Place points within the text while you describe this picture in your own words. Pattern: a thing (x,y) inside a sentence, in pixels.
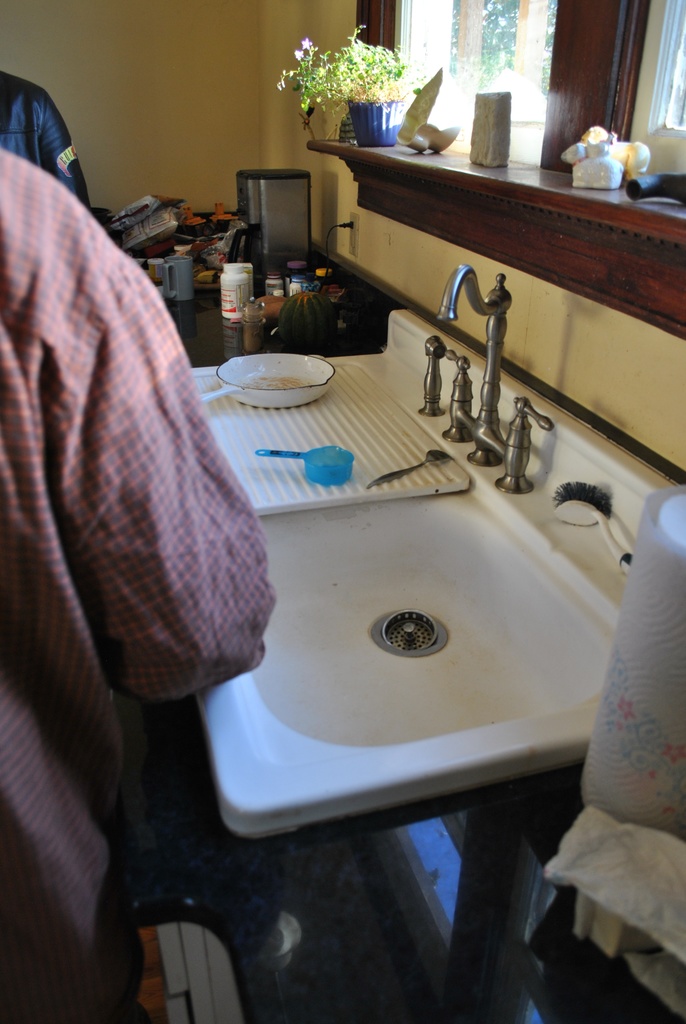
In this image there is a washing basin (288,610) at right side of this image (499,580) and there is one person (67,458) standing at left side of this image (73,437) and there are some objects (247,299) are kept at top of this image (301,256). There are some objects (654,699) at bottom right corner of this image (638,850) as well.
